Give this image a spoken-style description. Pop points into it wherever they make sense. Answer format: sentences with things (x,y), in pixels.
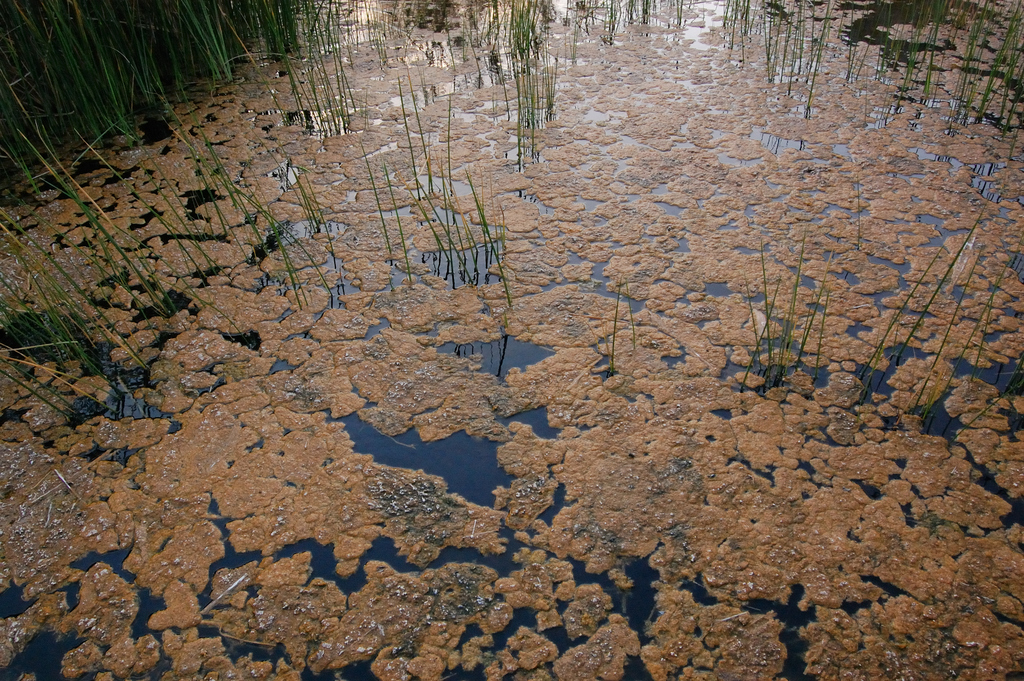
In the picture I can see the green grass (108,107) in the water (627,39) and I can see the algae (890,531) floating on the water (487,562).
